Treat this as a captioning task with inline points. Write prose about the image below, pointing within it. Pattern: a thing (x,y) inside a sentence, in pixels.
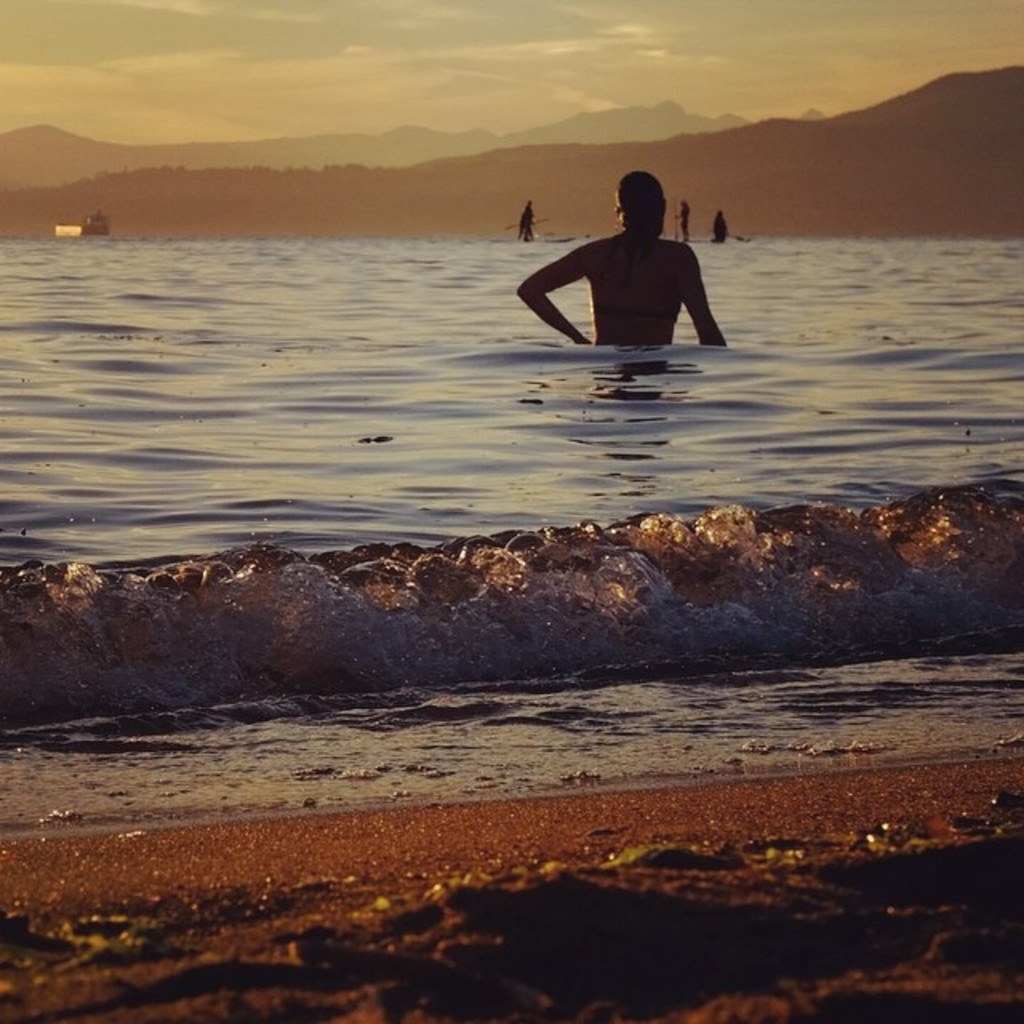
In this image I can see a person (623,287) in water (616,349). Back Side I can see few people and mountains (376,139). I can see a sky (601,82).
